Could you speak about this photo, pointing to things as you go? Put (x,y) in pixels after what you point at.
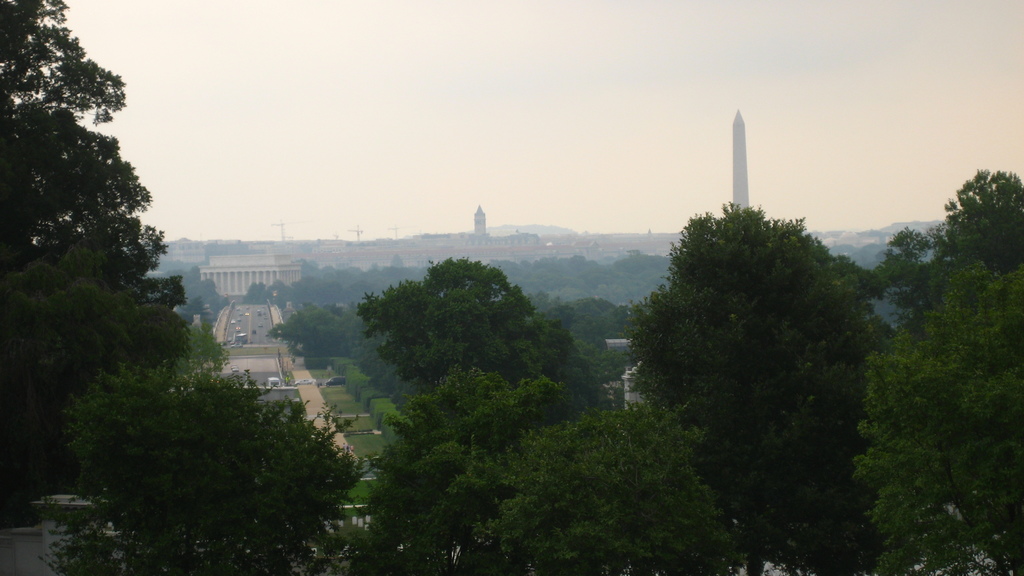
In this image there are trees (255,428), in the background (249,332) there is a road (257,342), on that road (258,341) there are vehicles (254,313) and there are buildings (266,269) and towers (480,225) and the sky (658,89).
